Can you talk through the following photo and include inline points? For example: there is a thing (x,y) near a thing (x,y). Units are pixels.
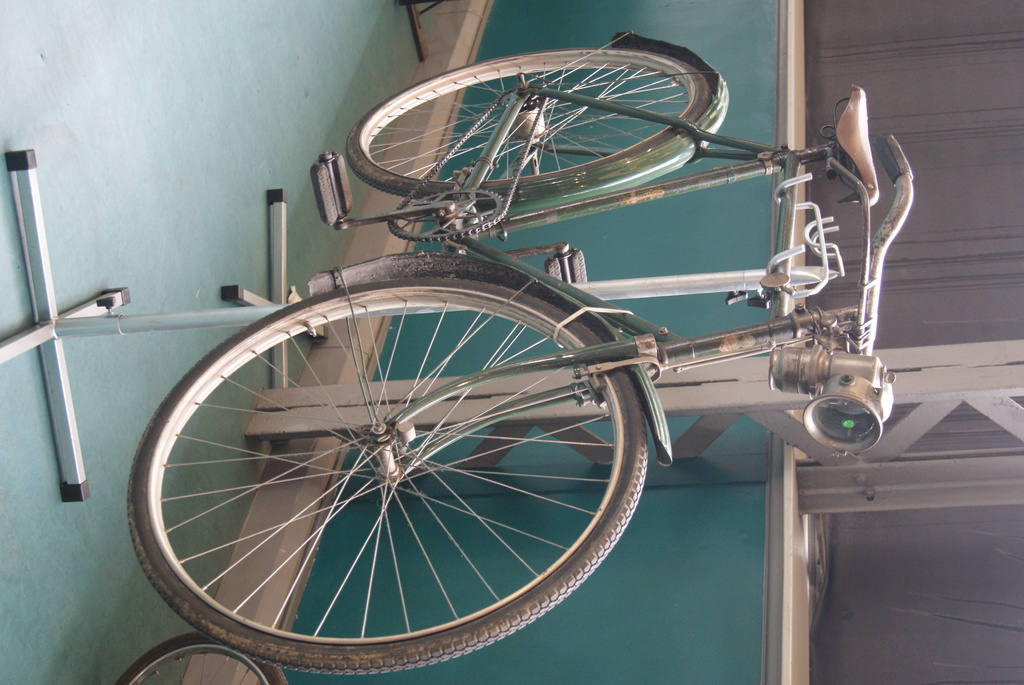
In this image we can see a bicycle (464,261) on a stand (441,297). Behind the bicycle (446,260) we can see a wall (671,214). At the bottom (194,652) we can see a wheel (150,663).
